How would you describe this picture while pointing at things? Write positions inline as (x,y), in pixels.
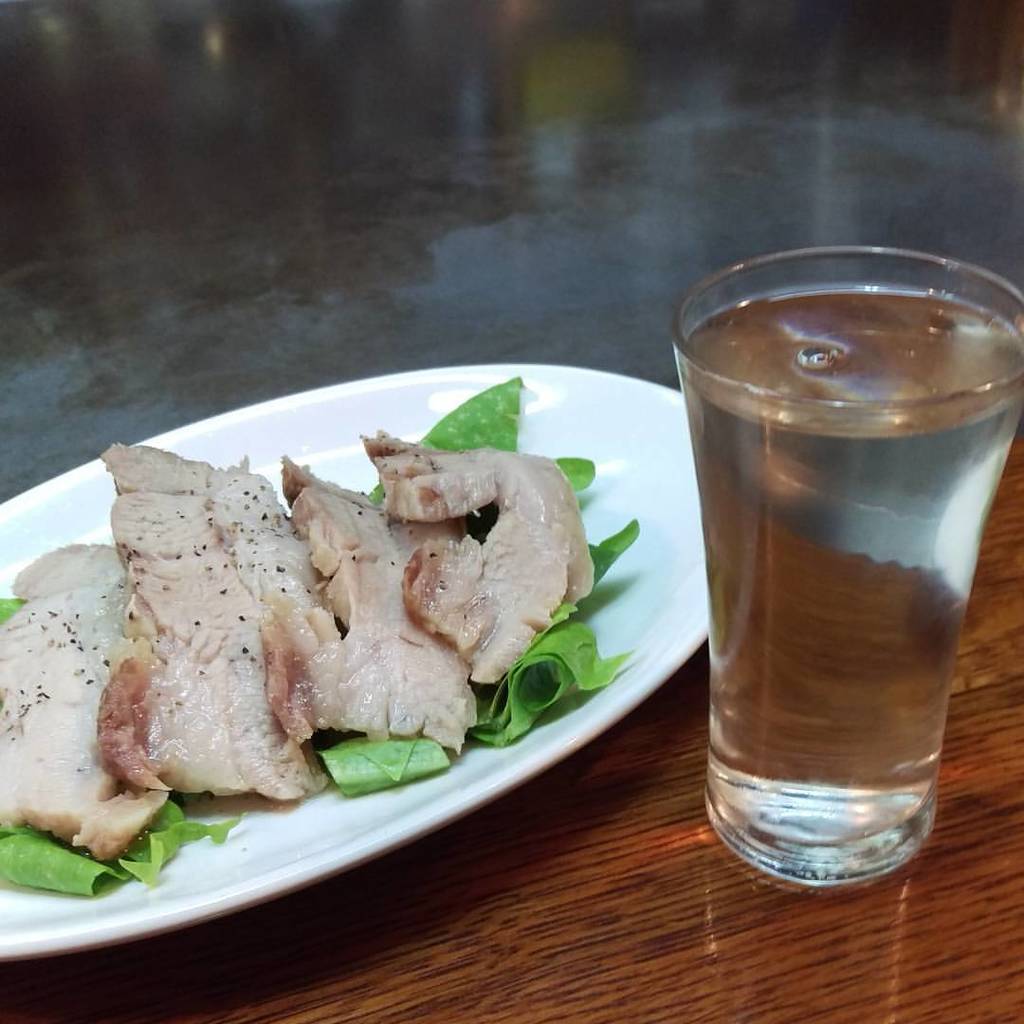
In this image I can see food (275,510) which is in green and brown color in the plate (199,884). The plate (225,886) is in white color, right I can see a glass (929,677). The plate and glass (867,655) is on the table (535,872) and the table (731,978) is in brown color.
